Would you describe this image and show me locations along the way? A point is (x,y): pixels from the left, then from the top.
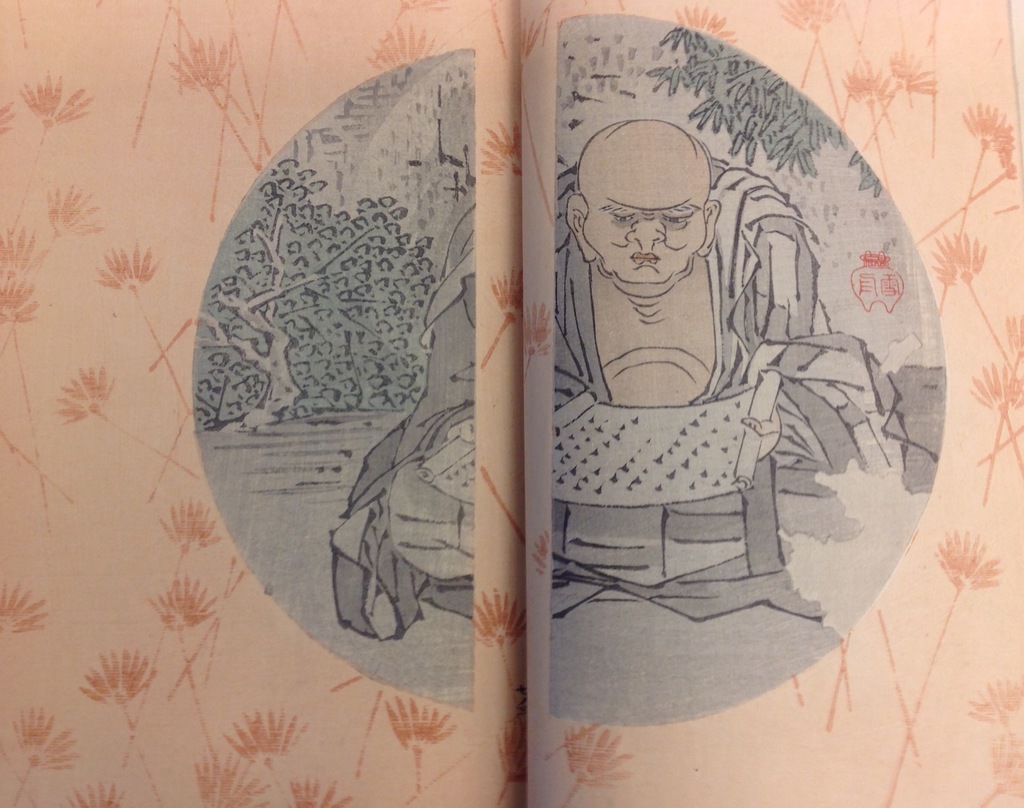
In this image we can see an animated image of a person (613,266) and trees (427,303) and objects (876,266).
